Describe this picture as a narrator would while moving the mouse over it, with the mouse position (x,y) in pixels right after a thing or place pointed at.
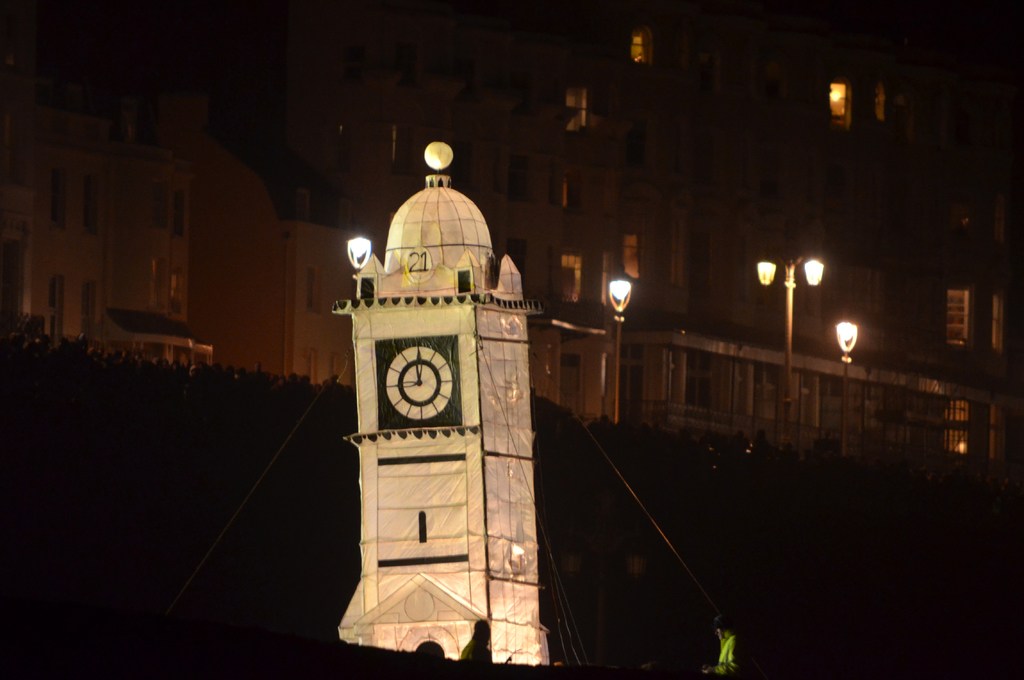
In this image I see number of buildings (523,256) and I see the light poles (844,407) over here and I see the clock tower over here and it is a bit dark over here.
